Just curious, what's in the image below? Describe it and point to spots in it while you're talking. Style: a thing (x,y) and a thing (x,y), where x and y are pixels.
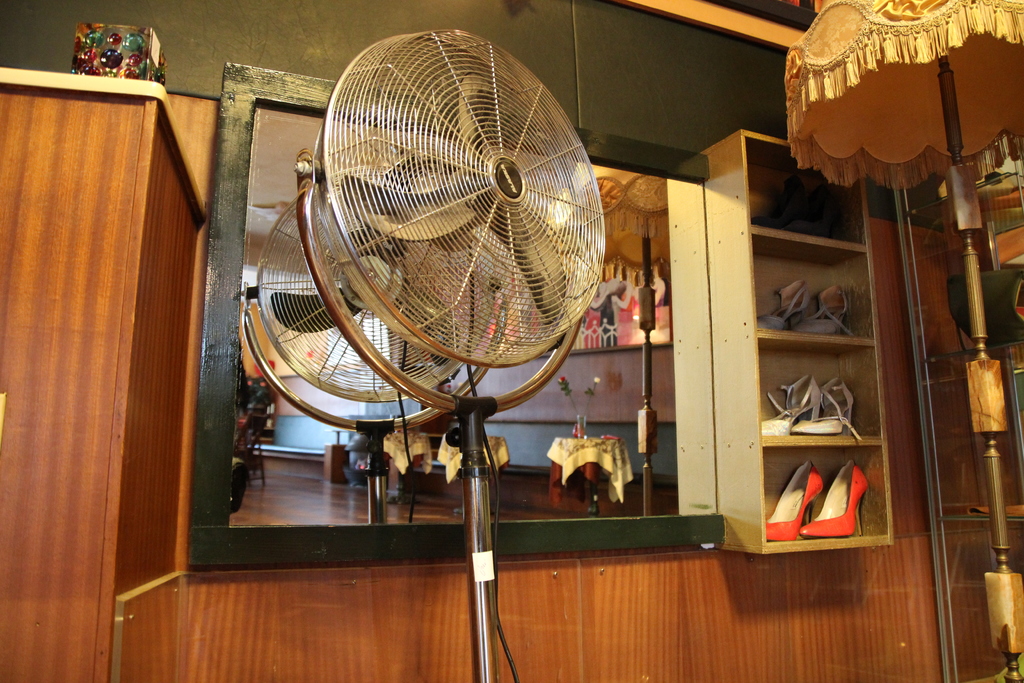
In this picture we can see a fan (357,282), mirror (508,422), sandals (832,206) in a rack (757,291), wall (429,566) and some objects (970,85).
